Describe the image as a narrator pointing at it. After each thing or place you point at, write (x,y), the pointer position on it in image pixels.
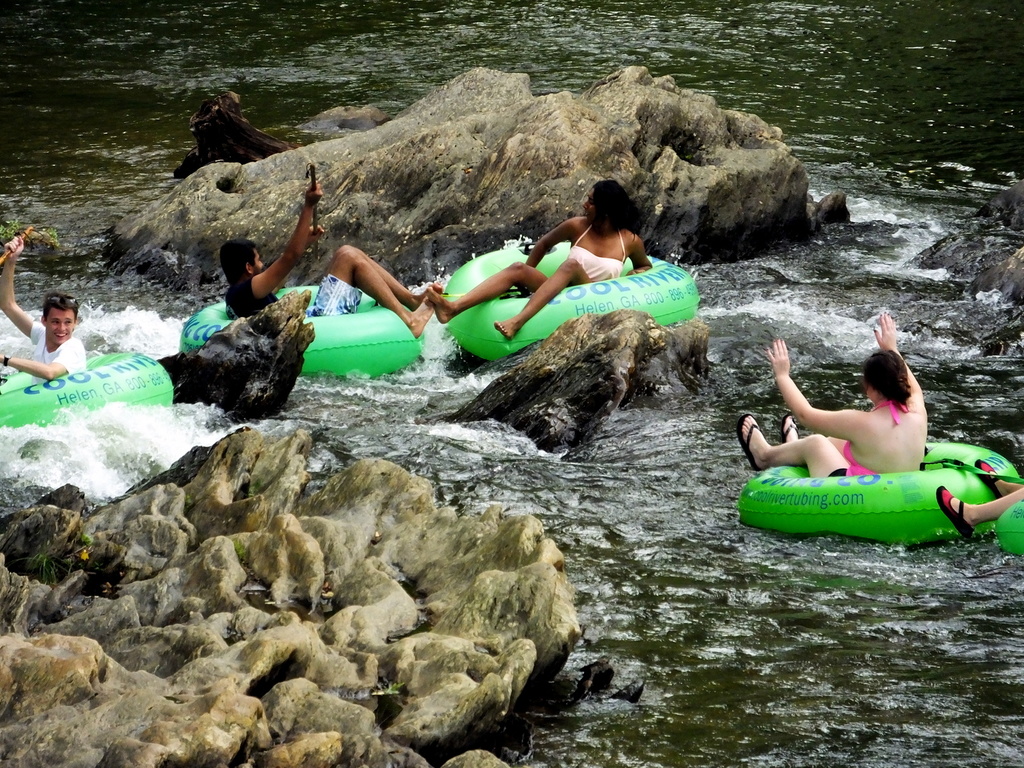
In this image we can see a group of people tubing in the river (65,118), and a stone surface (281,610) is seen. And one man (315,189) is holding an object (313,209).
